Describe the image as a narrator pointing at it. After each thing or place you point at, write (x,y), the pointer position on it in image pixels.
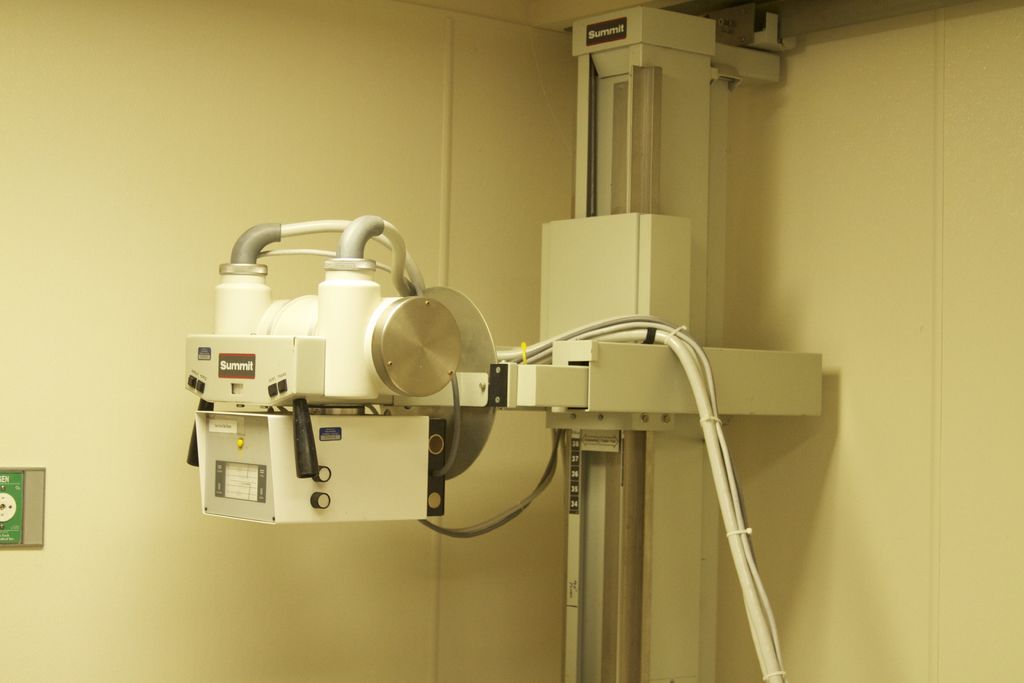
This is the picture of a room (993,137). In this image there is an object (717,170) and there are wires (725,534). On the left side of the image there is an object (25,476) on the wall (51,523) and there is text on the object (26,509).
